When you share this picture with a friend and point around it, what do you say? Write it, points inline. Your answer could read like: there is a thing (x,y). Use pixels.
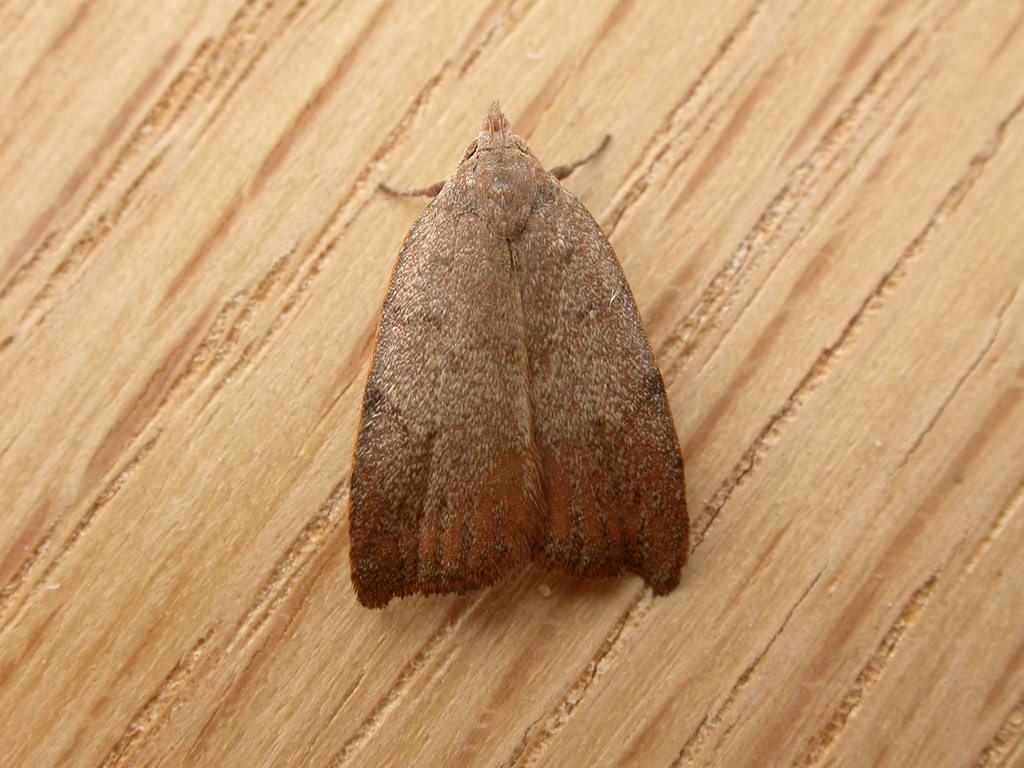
In this image I can see cream colour surface (577,144) and on it I can see a brown colour insect (509,423).
